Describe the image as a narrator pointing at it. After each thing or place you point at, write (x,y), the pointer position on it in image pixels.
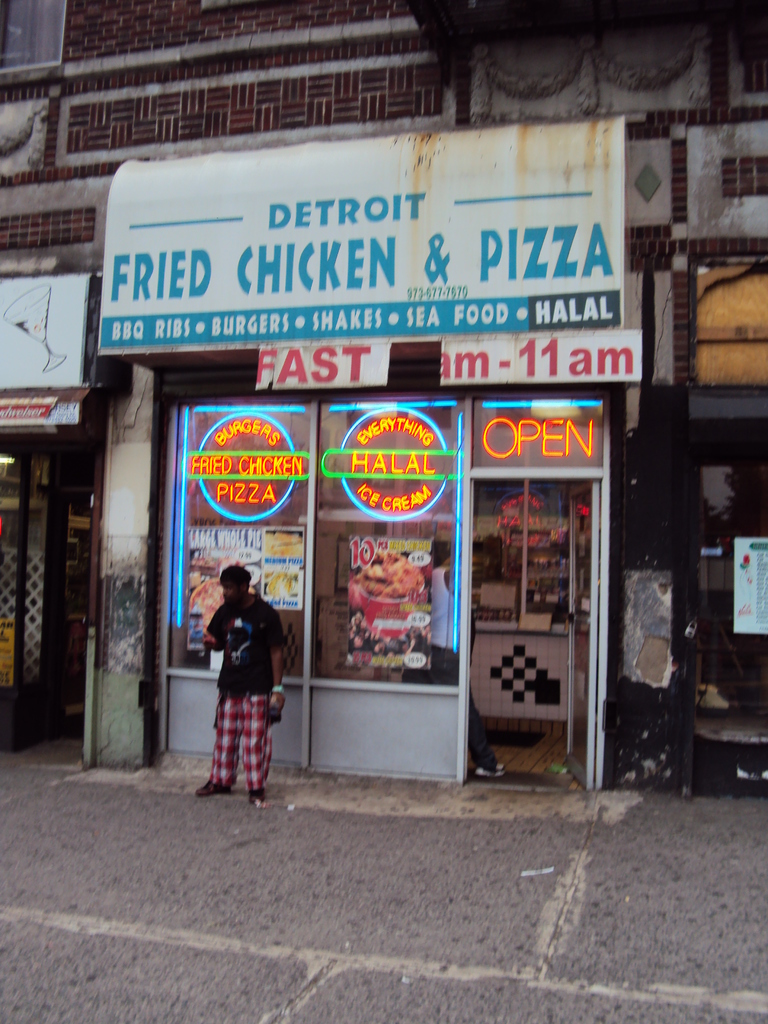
In this image I can see a person (245,645) standing and wearing black shirt (255,645) and, red and white color pant (256,728). Background (519,288) I can see few stalls (332,560), few glass doors (347,492), a white color board (405,261) attached to the wall (331,15) and a building (183,80) which is in brown and cream color.
